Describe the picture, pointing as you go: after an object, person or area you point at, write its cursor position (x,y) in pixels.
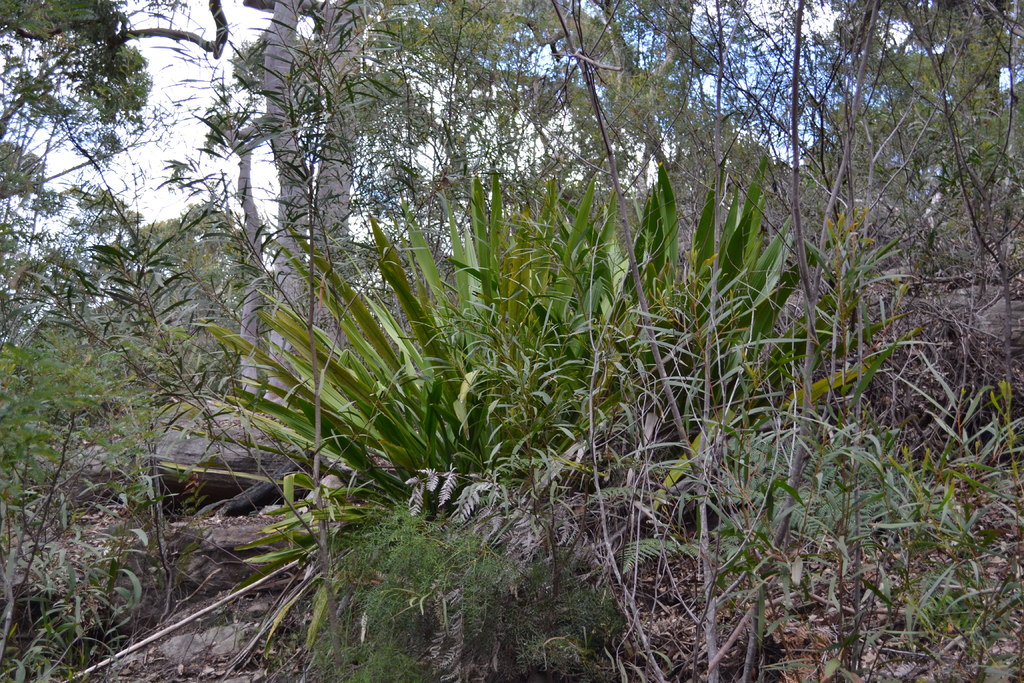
This image consists of plants (313,448) and trees (505,179). At the top (205,36), there is sky (185,48). At the bottom (126,677), there is ground (151,658), on which we can see dried leaves (163,612).
